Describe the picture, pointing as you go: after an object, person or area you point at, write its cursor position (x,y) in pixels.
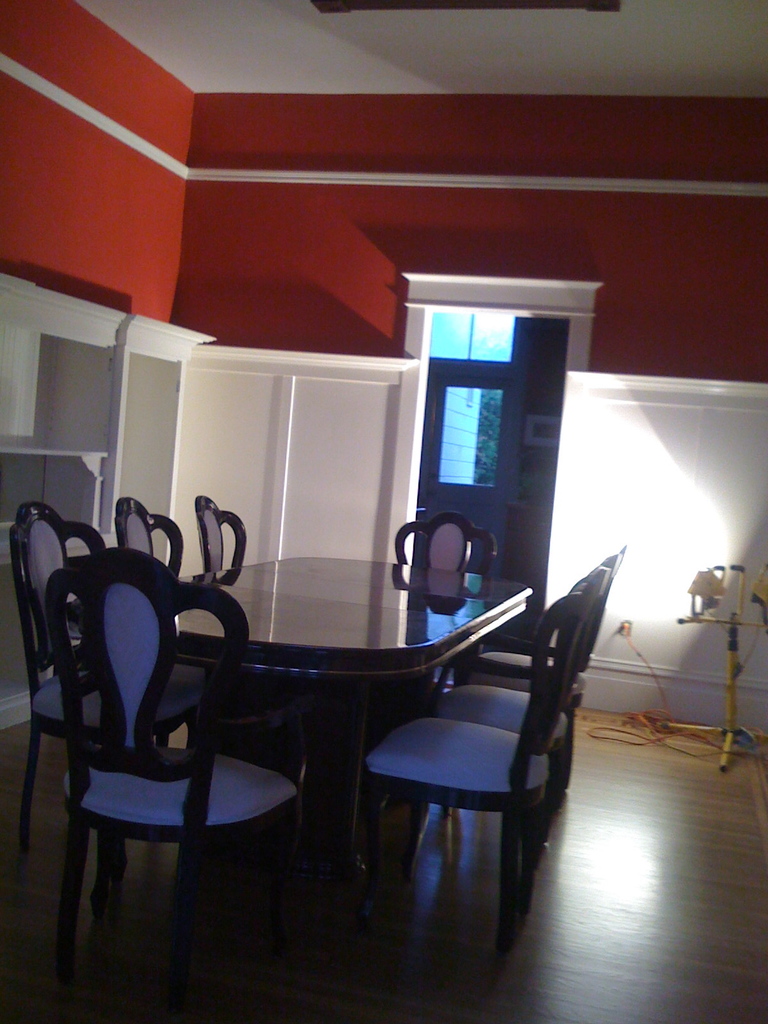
This picture is clicked inside the room (388,400) in which there is a dining table (321,620) in the middle (321,620) and there are chairs (418,723) around it. On the right side (729,703) there is a lamp (735,626). At the bottom (655,816) there is a wooden floor (697,786) on which there are wires (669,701). In the background (483,428) there is a door (473,434). On the left side (47,422) there are shelves (45,410).
